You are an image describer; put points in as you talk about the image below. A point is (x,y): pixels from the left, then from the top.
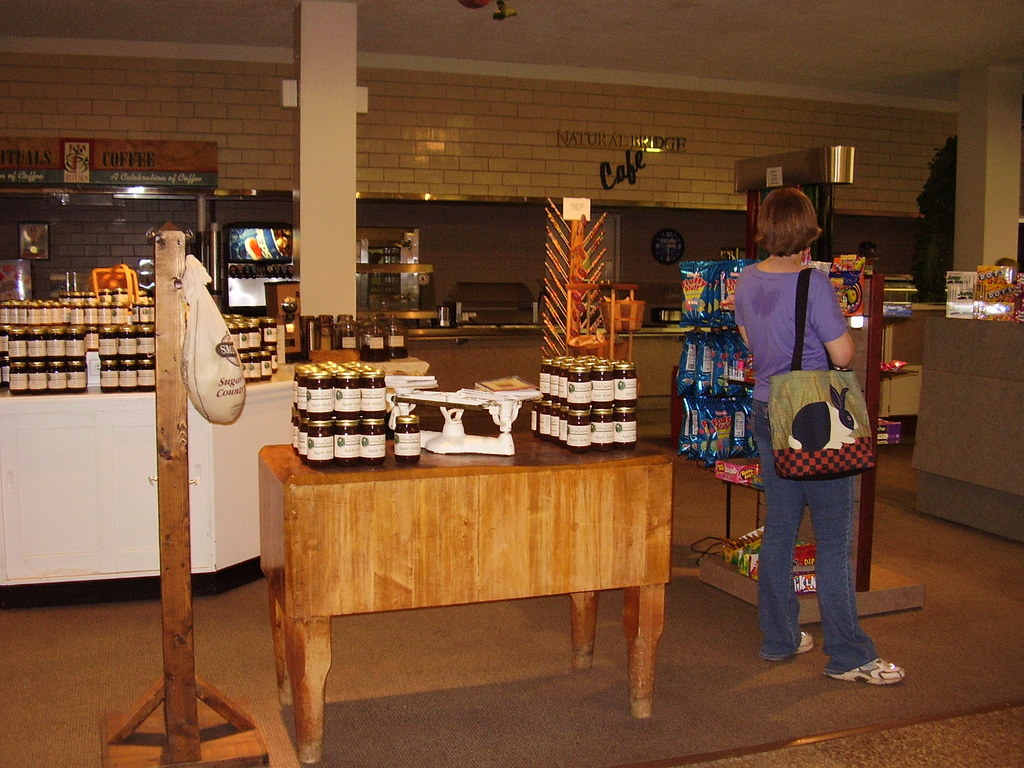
This is a room (255,392), in which there are few bottles (325,389) on the table (528,500) and a woman (775,506) is standing on the floor (687,486).
